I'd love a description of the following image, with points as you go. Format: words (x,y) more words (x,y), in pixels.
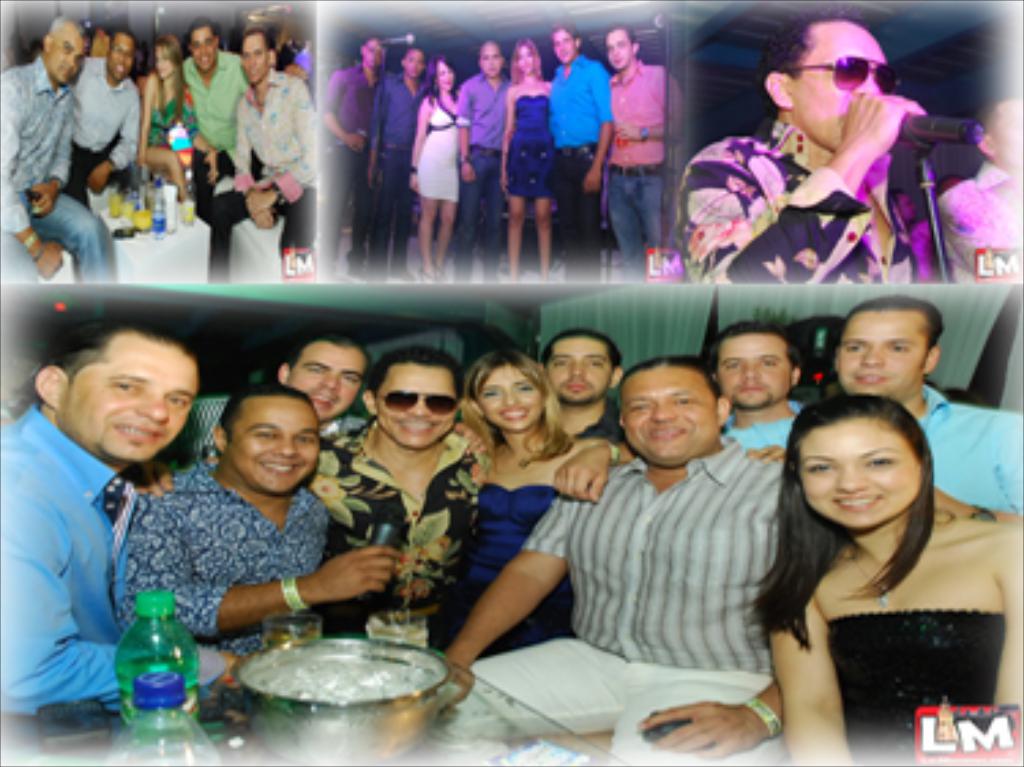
In this image I can see the group of people (625,441). In front of these people (30,515) there are bottles (146,698) and a bowl (342,689). To the top left (194,245) there is a table (183,264). On the table (160,249) there are glasses (136,220). To the top right (801,179) there is a person (882,209) holding the mic (932,123).
